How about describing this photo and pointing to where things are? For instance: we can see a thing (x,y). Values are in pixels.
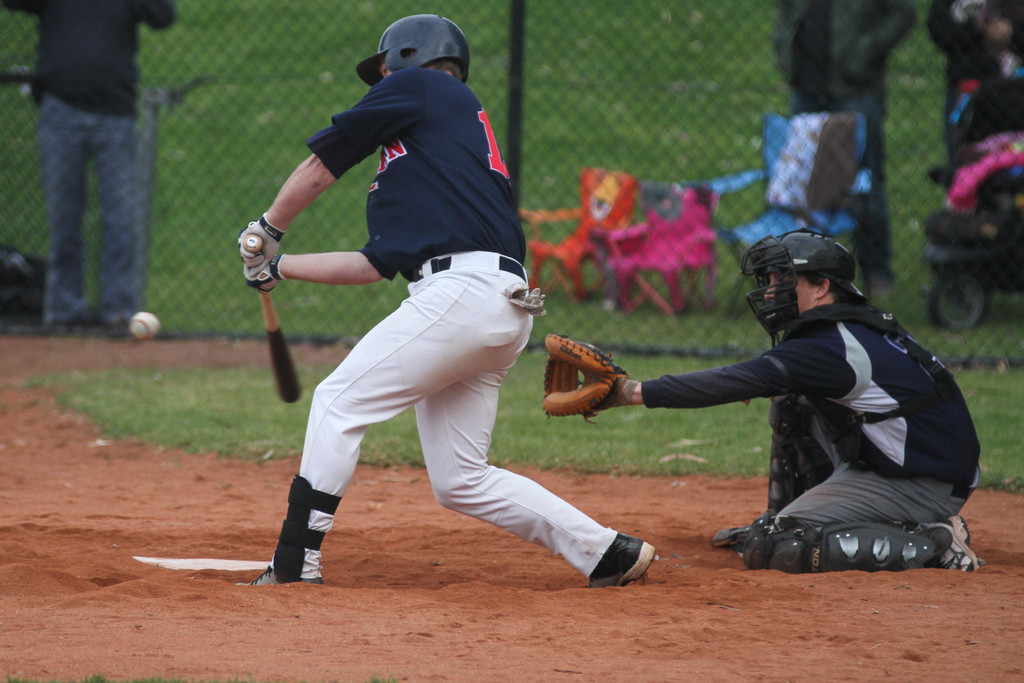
In this image we can see persons (839,282) sitting and standing on the ground (706,483) and one of them is holding a bat (275,334) in the hands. In addition to this we can see chairs (631,211), mesh (191,290) and a ball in the air.
